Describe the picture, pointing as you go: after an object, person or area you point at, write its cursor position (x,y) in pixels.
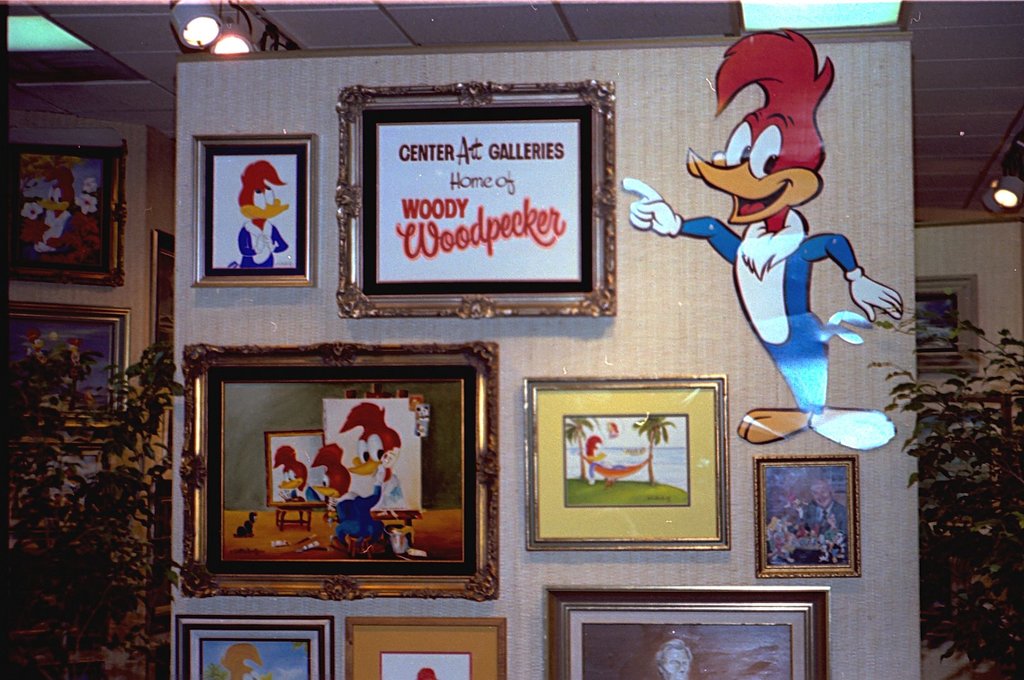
In the middle of the image (638,358) there is a wall (180,76), on the wall (871,108) there are some frames (32,243) and posters (29,172) and there are some plants (1013,500). At the top of the image (129,69) there is roof (33,83) and lights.
